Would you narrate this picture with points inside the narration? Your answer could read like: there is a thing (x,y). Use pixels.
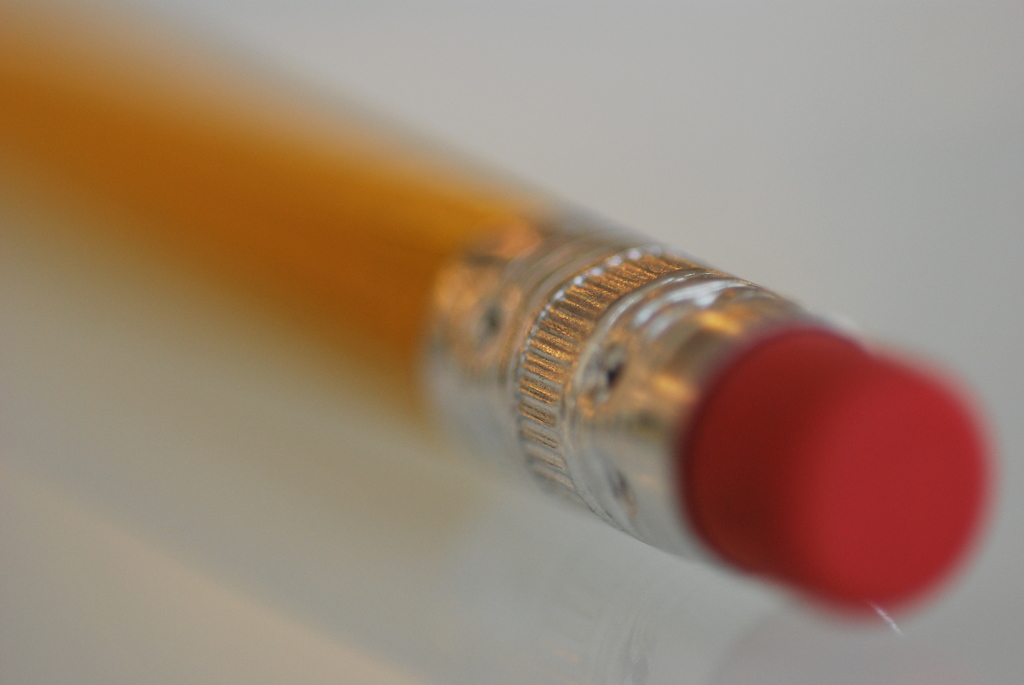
In this image there is an object (534,405).
